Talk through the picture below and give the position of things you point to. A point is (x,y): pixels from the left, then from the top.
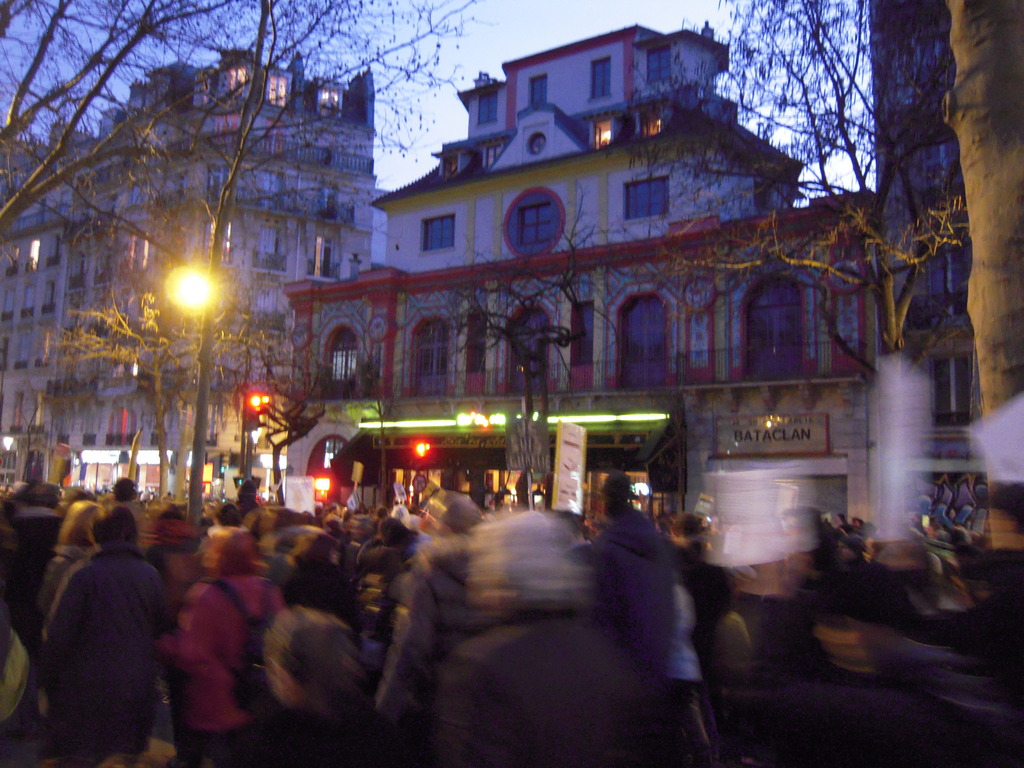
In this image I can see some people (348,646). On the left (6,123) and right side (984,271), I can see the trees (812,255). In the background (516,309), I can see the buildings (384,230) and the sky (514,27).
